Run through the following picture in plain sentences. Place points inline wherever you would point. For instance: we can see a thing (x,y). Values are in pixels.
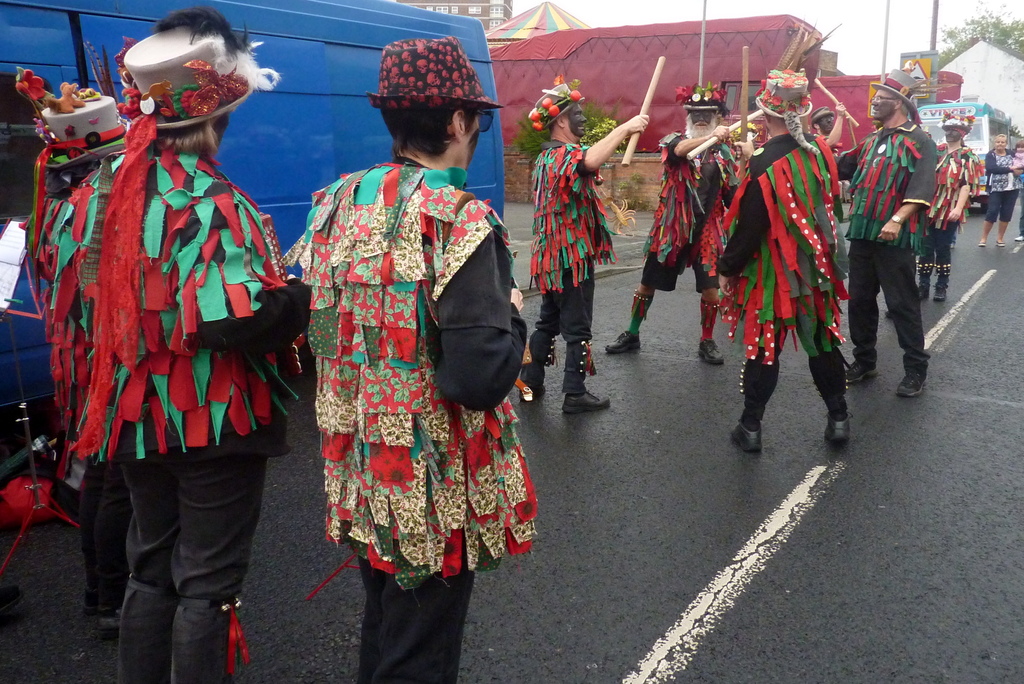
In this picture we can see a group of people (337,488) standing on the road (943,388), some people (590,177) are holding sticks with their hands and vehicles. In the background (602,120) we can see plants (602,120), boards (915,62), buildings (505,8), tent (538,22), poles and the sky (668,2).
